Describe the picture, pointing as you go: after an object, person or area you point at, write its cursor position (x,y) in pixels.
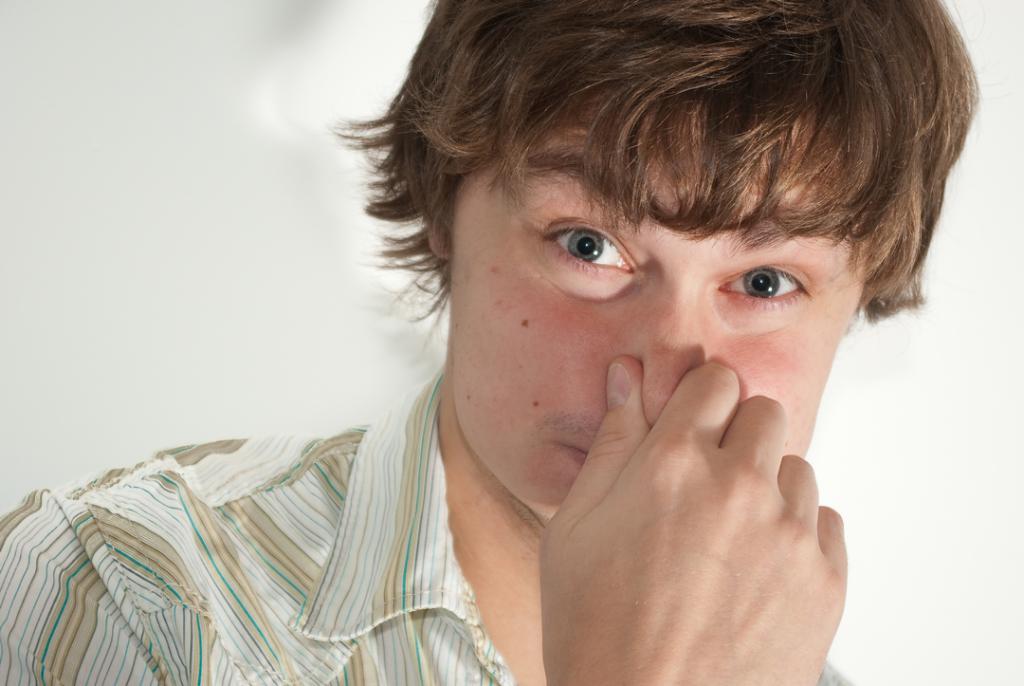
The picture consists of a person (541,293), he is holding his nose (660,263). In the background (170,207) it is white.
